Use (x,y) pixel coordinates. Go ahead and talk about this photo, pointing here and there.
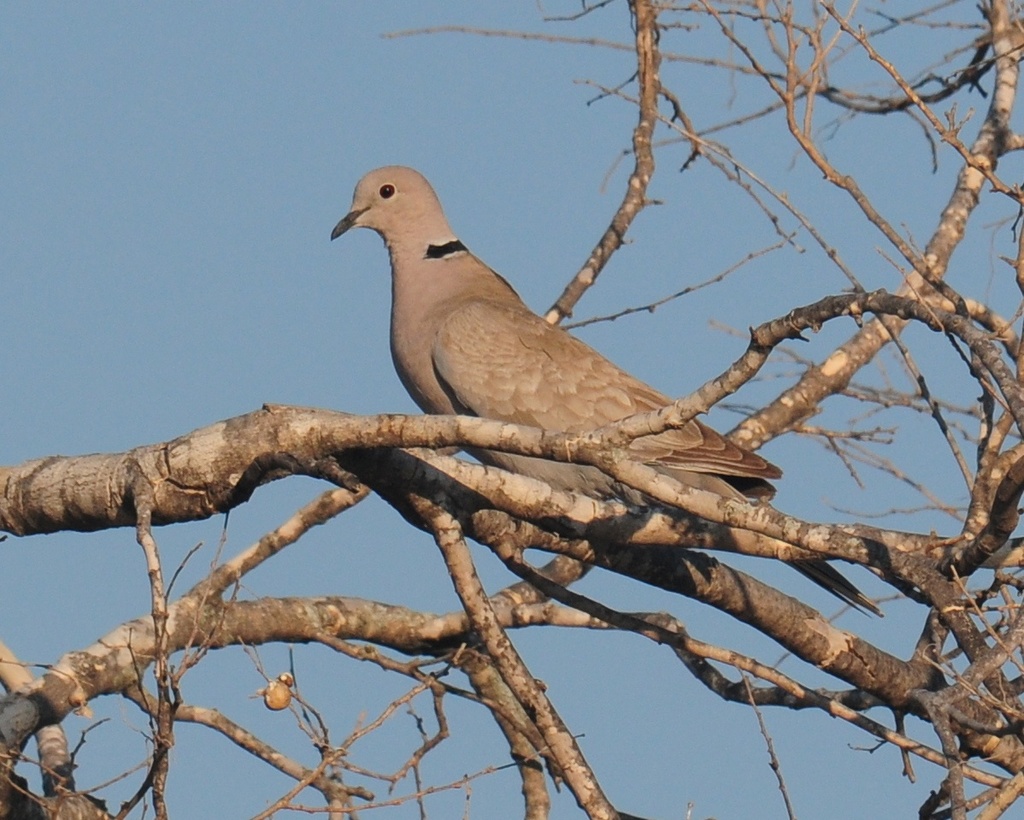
In this picture, we see a bird (474,313) is on the tree (430,446). At the bottom of the picture (515,591), we see the branches (479,539) of the dried tree (444,626). In the background (332,246), we see the sky (599,633), which is blue in color.
